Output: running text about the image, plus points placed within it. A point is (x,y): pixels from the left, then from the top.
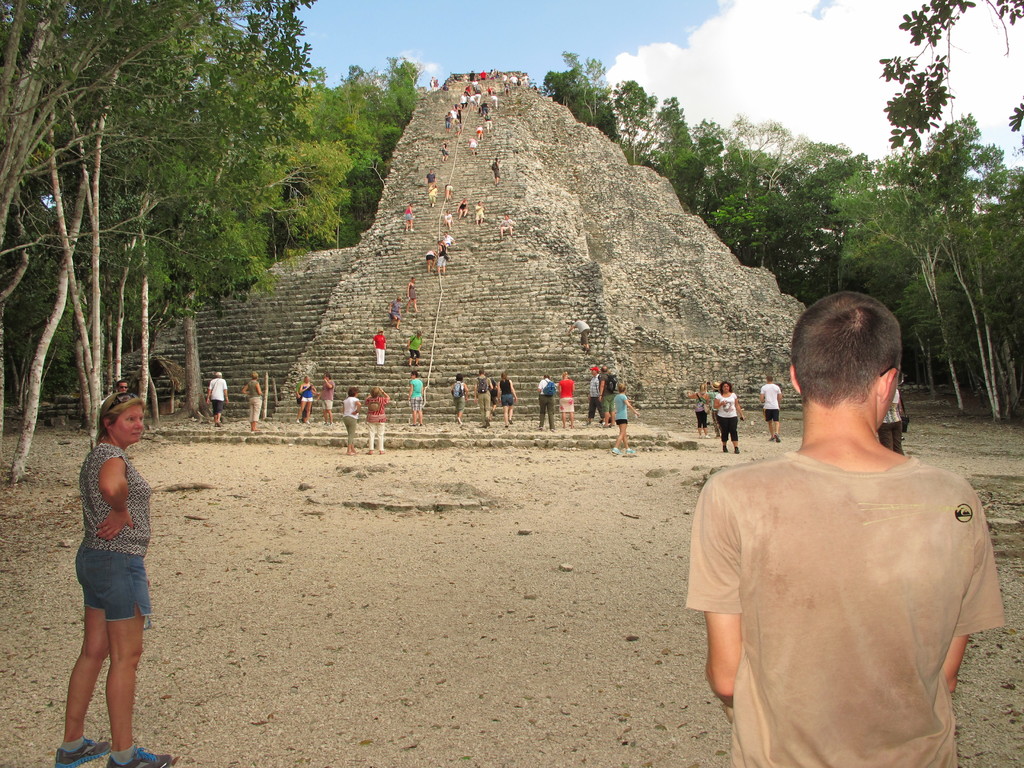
In this image we can see some people (826,566) and there is the pyramid (481,179) in the middle (462,324) and we can see some people (945,532) are walking. We can also see some trees (233,140) and the sky (712,44) with clouds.
